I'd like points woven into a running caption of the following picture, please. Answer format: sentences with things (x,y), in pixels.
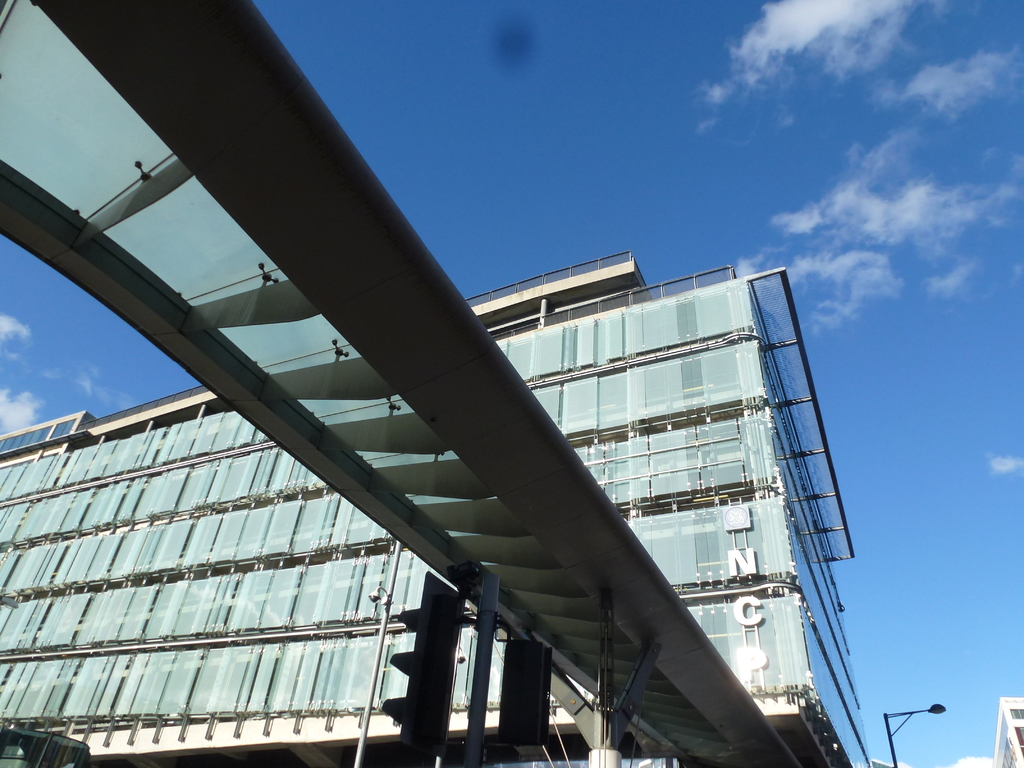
In the center of the image (617,417) we can see building (237,573) and traffic signals (428,657). In the background (570,144) we can see sky (640,135) and clouds (840,29).
